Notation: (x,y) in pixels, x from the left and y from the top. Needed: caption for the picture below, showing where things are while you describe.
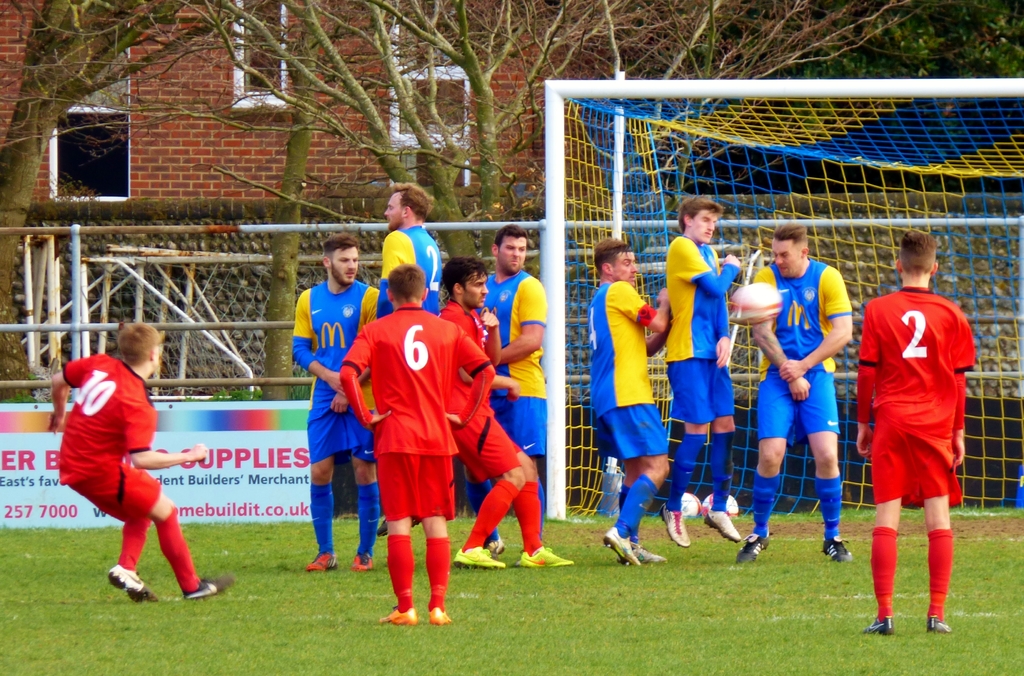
In this picture I can see some people (533,463) are playing with ball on the grass (485,576), behind there is a fencing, some trees (335,59) and buildings (283,116).
